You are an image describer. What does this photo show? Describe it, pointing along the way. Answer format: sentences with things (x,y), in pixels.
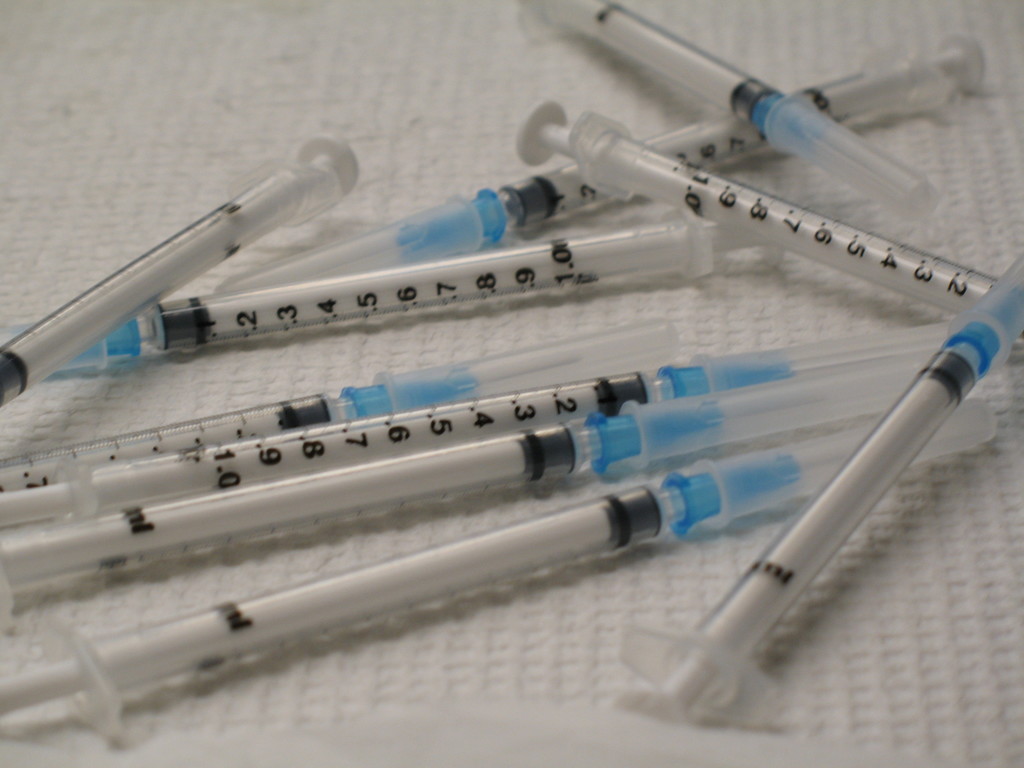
In this image I can see injections (155,278) visible on the white color cloth (161,359).
